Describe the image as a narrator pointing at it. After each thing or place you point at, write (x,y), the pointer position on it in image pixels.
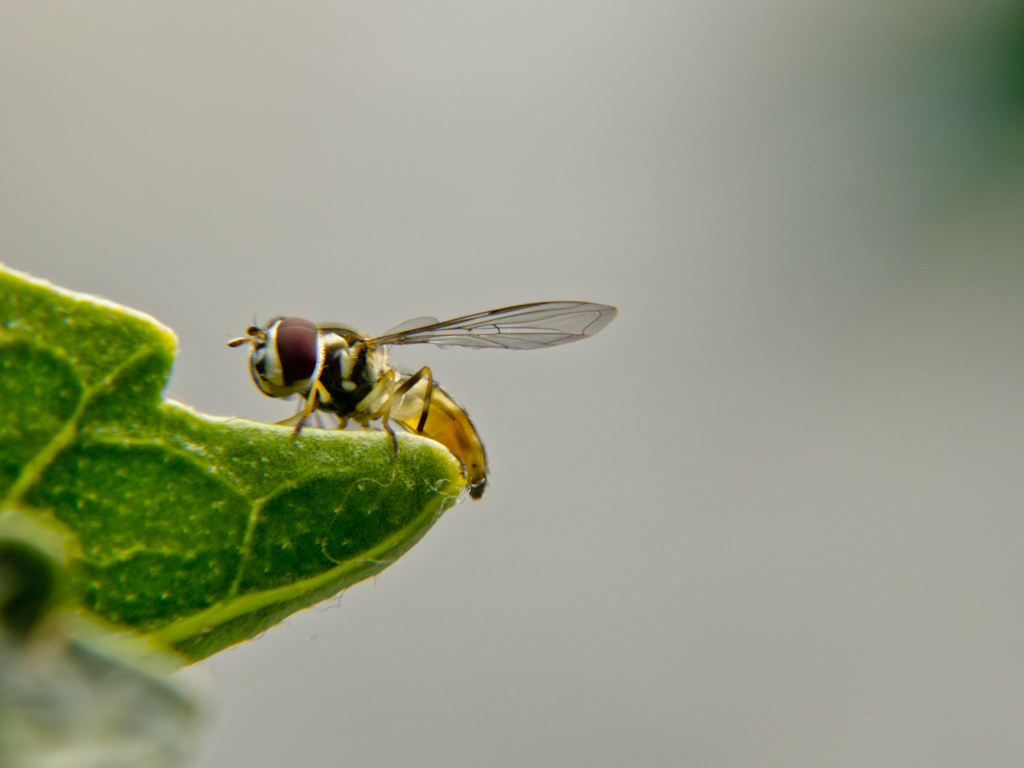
Here we can see an insect (454,401) on a green surface (394,499). There is a white background (615,536).
